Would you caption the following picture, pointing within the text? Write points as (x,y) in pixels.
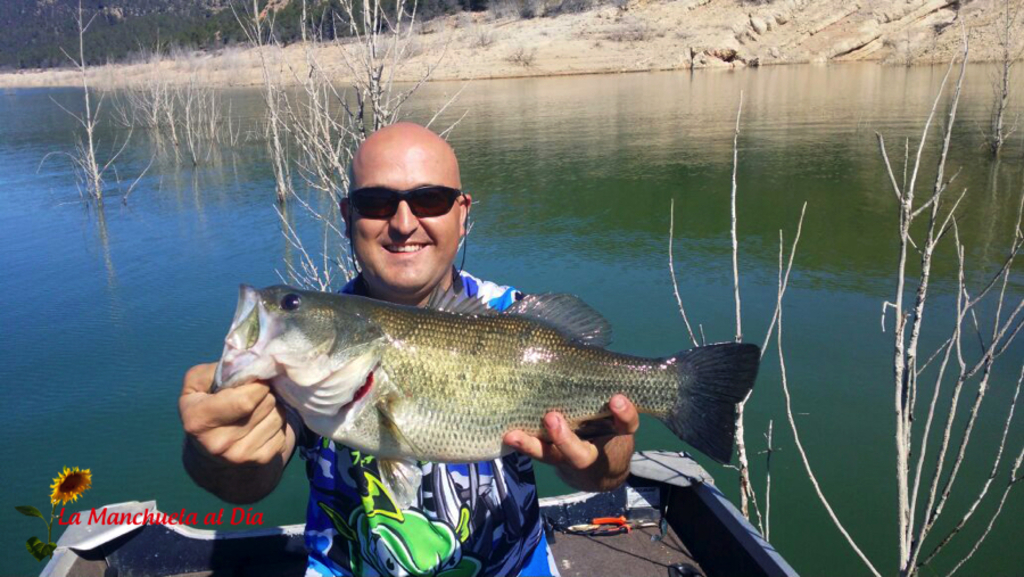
In this picture I can observe a man (403,172) holding a fish (368,300) in the middle of the picture (408,276). He is wearing spectacles (388,207). In the background (550,181) I can observe water (290,161).
